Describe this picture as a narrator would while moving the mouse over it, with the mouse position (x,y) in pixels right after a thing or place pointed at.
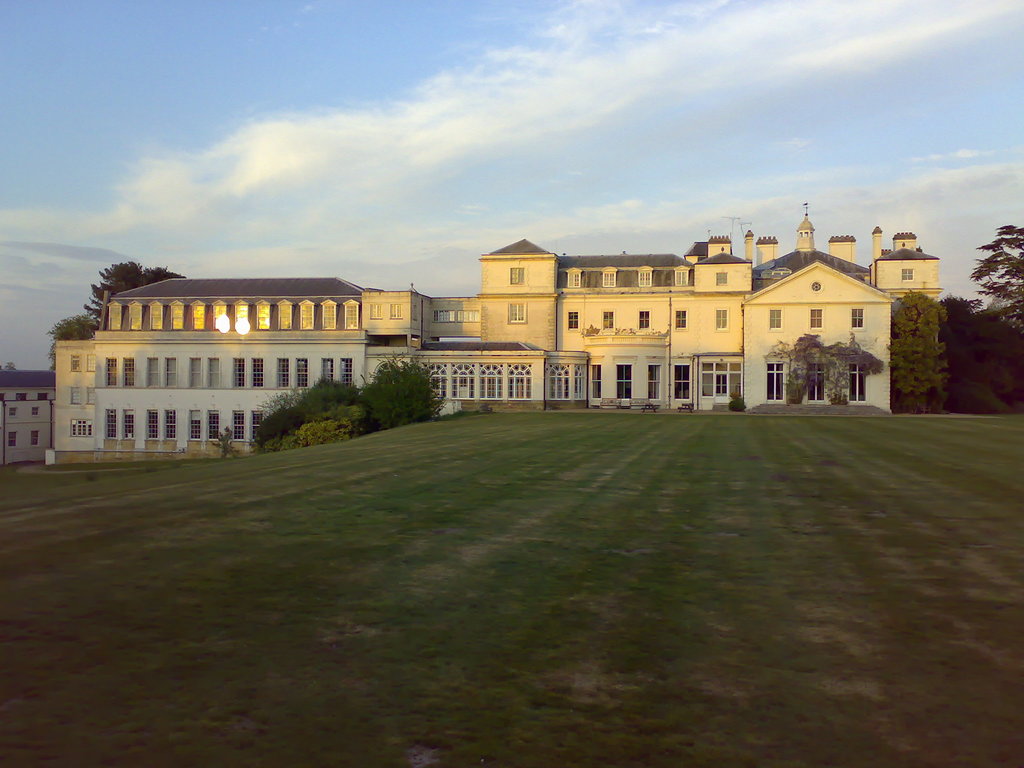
In this image, we can see buildings (311,374), trees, plants (349,413), grass (324,457), windows (128,419) and walls (491,336). Background (691,53) there is a sky (674,64).
